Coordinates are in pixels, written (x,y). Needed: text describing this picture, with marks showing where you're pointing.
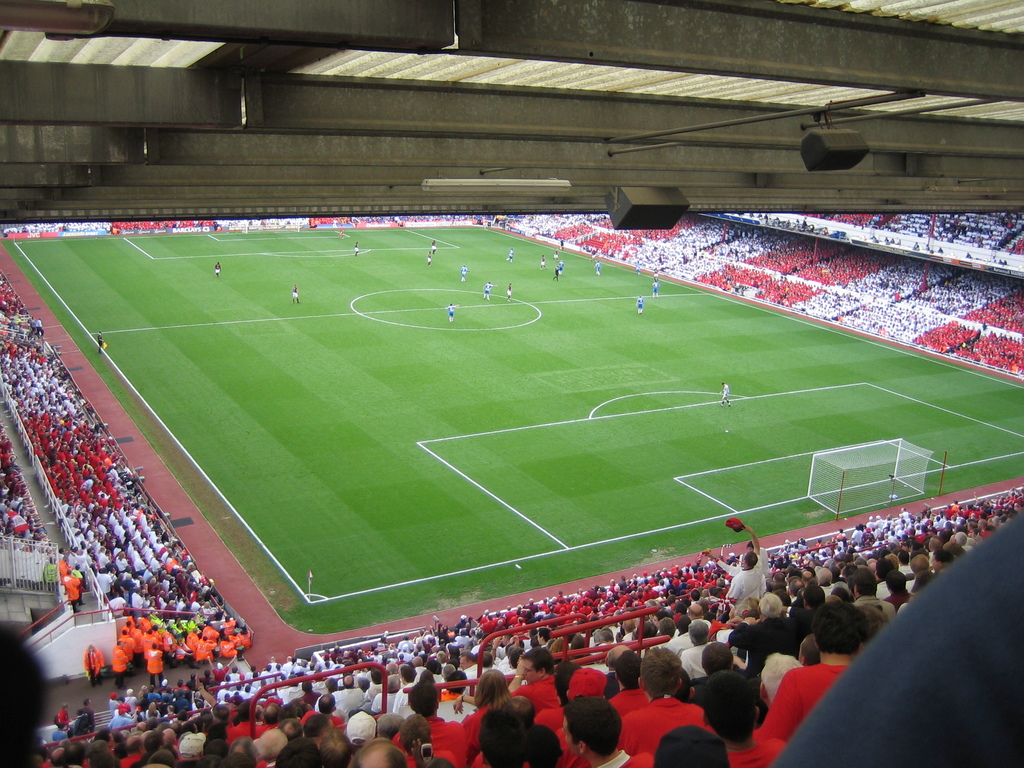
In this image there are speakers (677,197), lights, roof (485,202), ground (534,244), people (176,685), railings (50,586), mesh (895,455) and objects (733,529).
